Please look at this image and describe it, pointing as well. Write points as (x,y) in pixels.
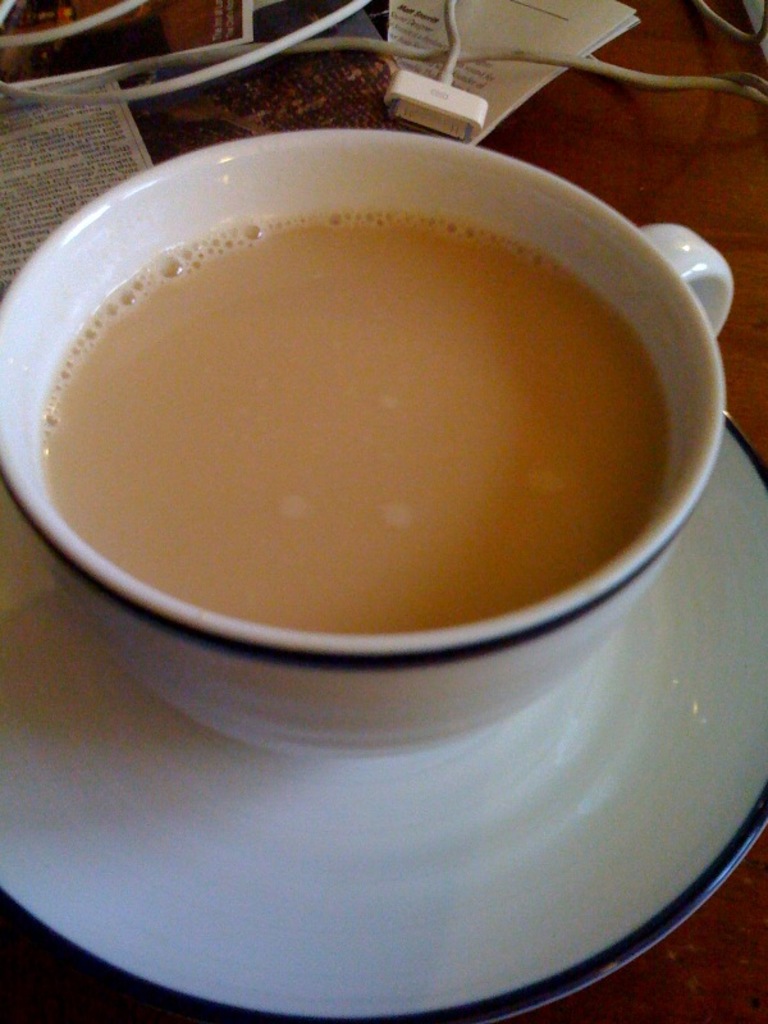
In the foreground of this picture (385,685), there is a cup (366,496) of tea (440,593) on a saucer (536,832) which is placed on a table (658,169) and there are few cables (524,58) and papers (499,22) on the table (651,29).
